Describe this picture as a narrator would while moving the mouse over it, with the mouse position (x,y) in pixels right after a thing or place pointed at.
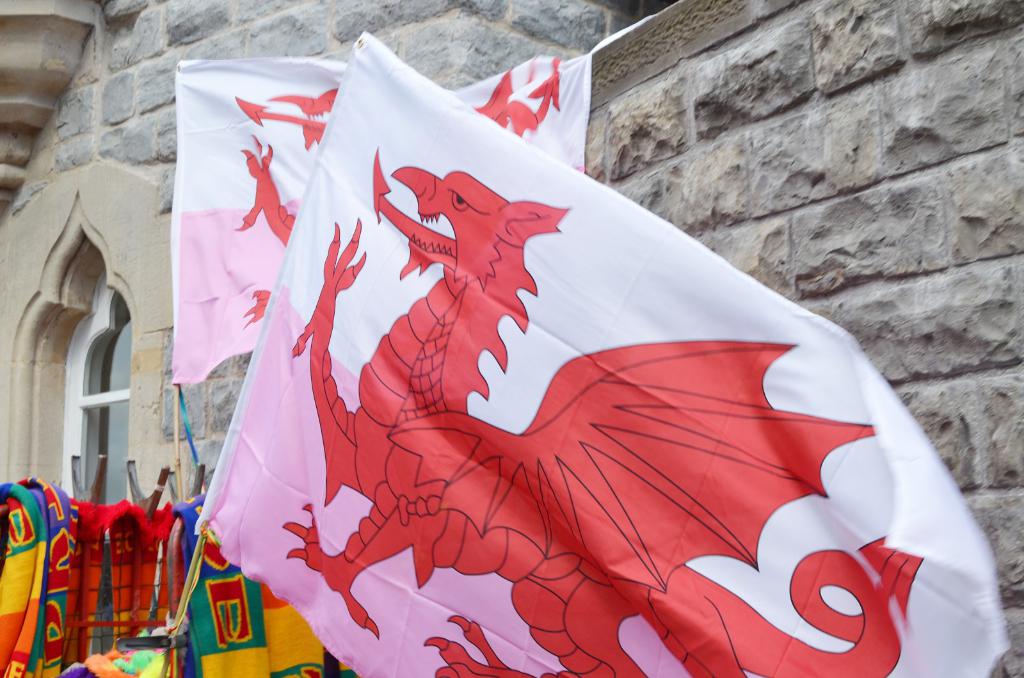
These are the flags (298,354), which are hanging to the wooden sticks (190,581). I can see the colorful clothes (114,537). This looks like a building (162,36). I think this is a glass door (87,400). I can see an arch (71,307).
